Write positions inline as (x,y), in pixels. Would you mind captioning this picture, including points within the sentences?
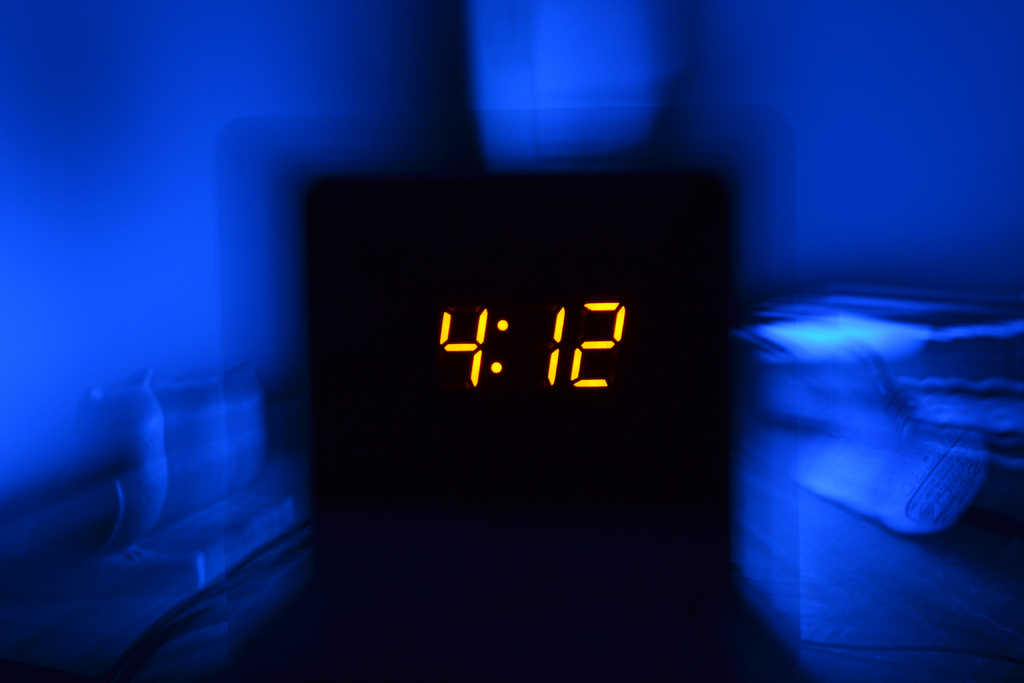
In this picture, we see the electronic device (582,331) which is displaying the numbers (445,314). In the middle of the picture (432,377), it is black in color. In the background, it is blue in color. This picture is blurred in the background (147,529).
